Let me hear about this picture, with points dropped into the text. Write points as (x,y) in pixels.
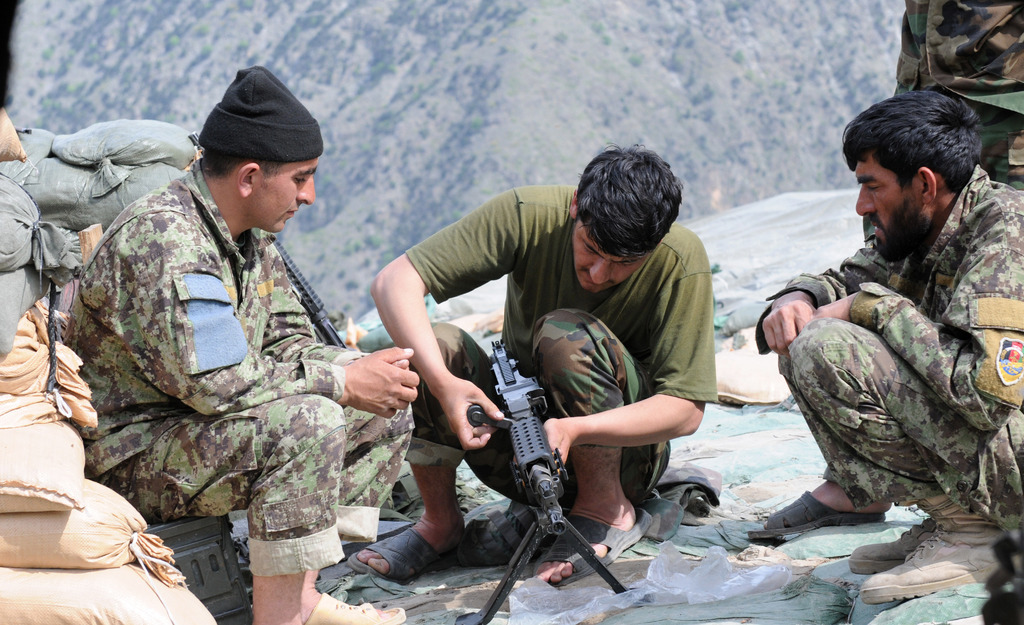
In this picture, we see three men (836,316) in the uniform (444,433) are sitting. On the right side (938,52), we see a person (949,61) in the uniform (956,78) is standing. The man (514,277) in the middle of the picture (487,311) is holding a black color object (508,377) in his hands (463,388). On the left side (18,198), we see the bags (94,561) in cream and grey color. There are trees (434,191) and hills (479,72) in the background (464,81).
